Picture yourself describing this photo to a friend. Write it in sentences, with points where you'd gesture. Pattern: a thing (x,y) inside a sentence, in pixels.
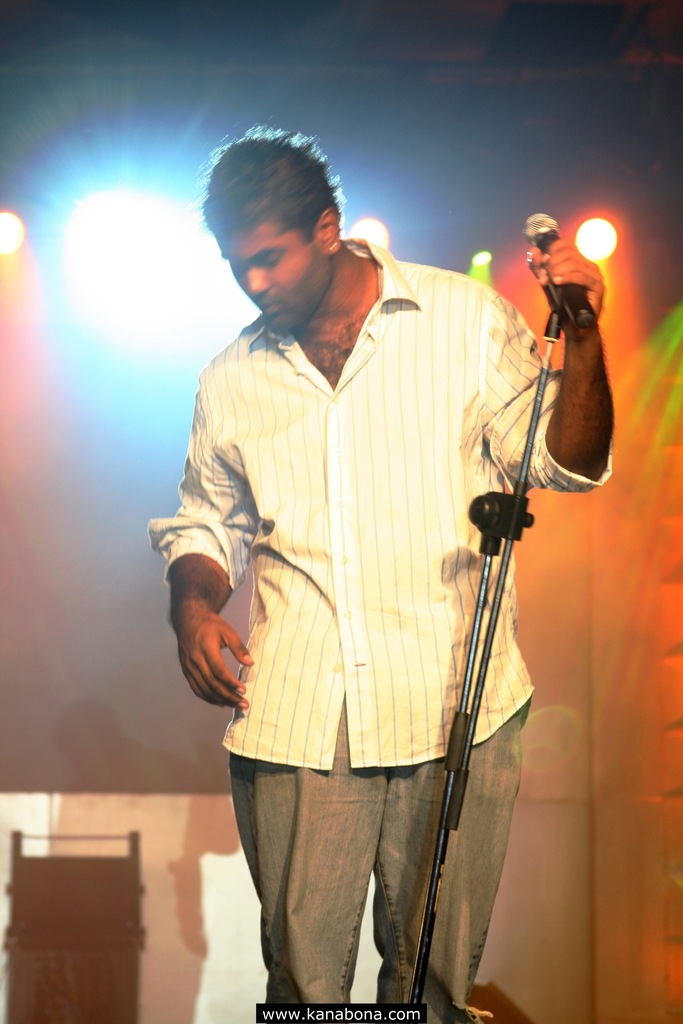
In the picture there is a man (509,391) holding a mic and in the background (193,332) there are several lights (580,232).
